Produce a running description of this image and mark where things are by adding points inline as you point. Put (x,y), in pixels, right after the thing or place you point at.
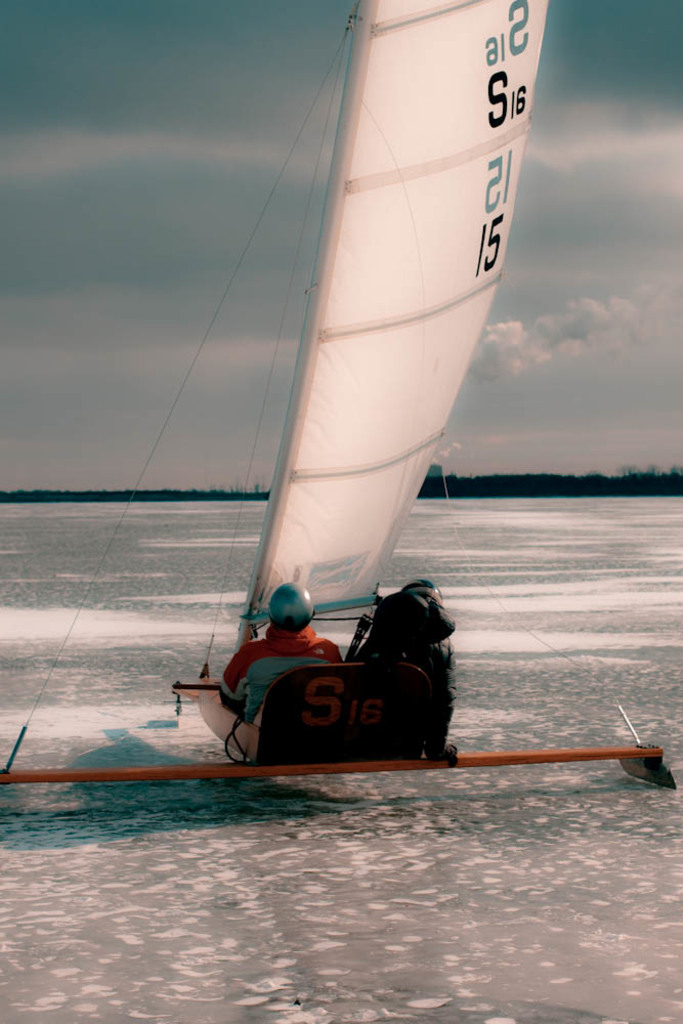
In this picture I can see there are two persons (434,677) sitting on an ice boat (18,740) and there is ice (550,524) on the floor (435,526) and in the backdrop (613,490) there are trees (600,489) and the sky (276,369) is cloudy.
